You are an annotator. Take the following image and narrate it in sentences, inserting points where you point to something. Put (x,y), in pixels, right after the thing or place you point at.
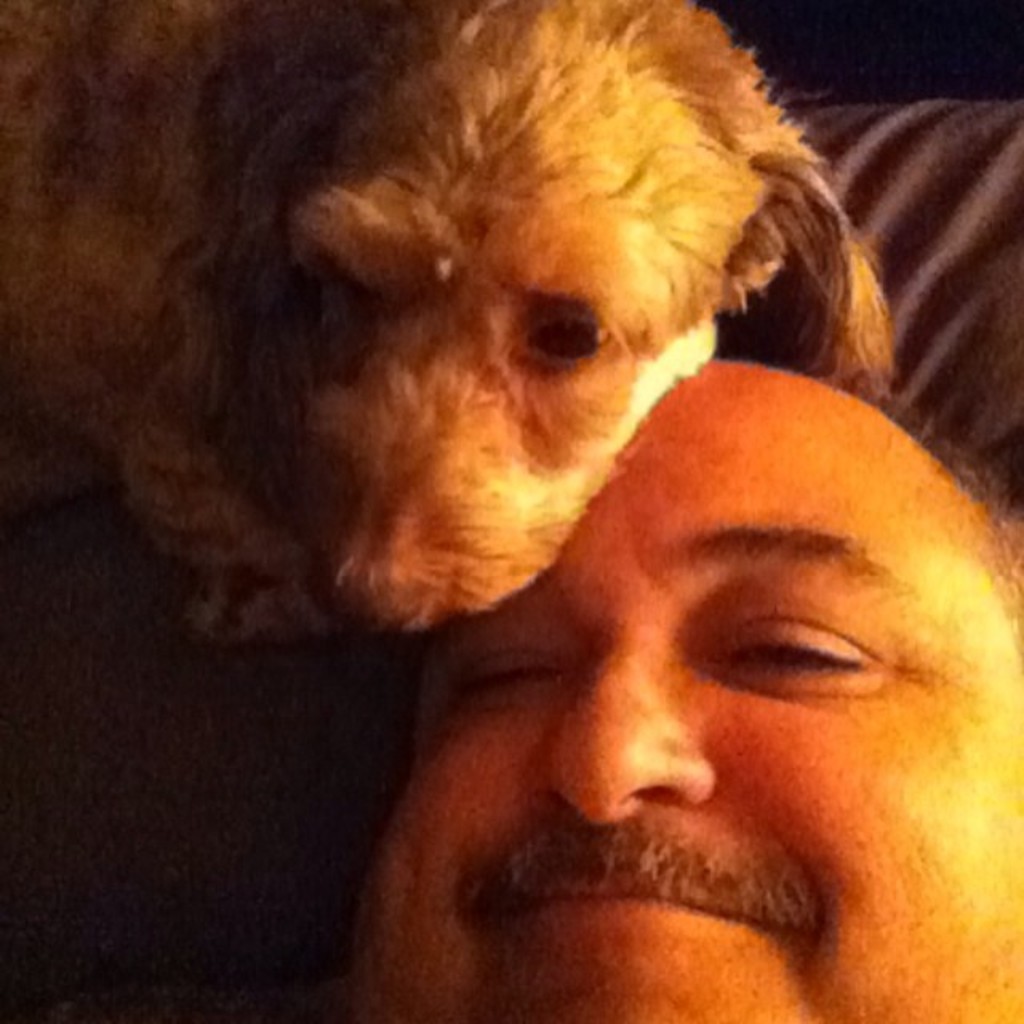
In this picture we can see a man (648,620). He is smiling. And there is a dog (358,283).
